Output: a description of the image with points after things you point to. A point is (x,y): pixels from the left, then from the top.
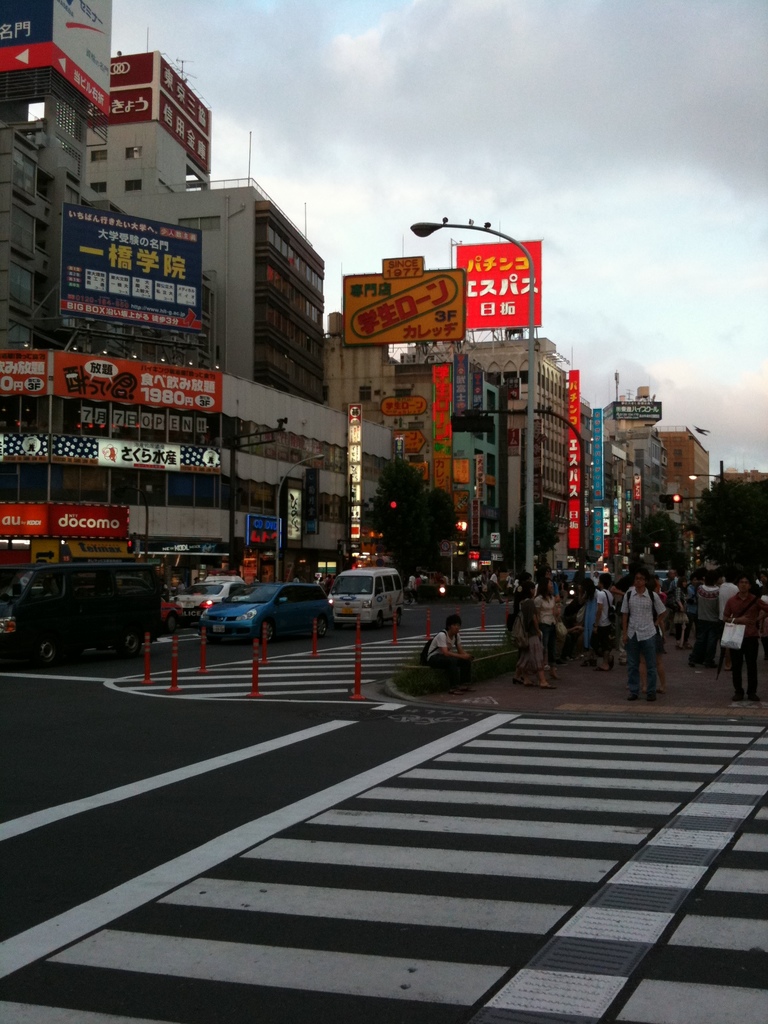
In this picture we can see some poles (204,654), vehicles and a few white lines (210,864) on the road (225,679). There are some people (754,608) standing and a person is sitting on the right side (537,640). We can see a few boards (49,505) on the buildings (8,465). There are street lights (721,465) and trees (743,511) are visible in the background (731,491). Sky (499,139) is cloudy.
